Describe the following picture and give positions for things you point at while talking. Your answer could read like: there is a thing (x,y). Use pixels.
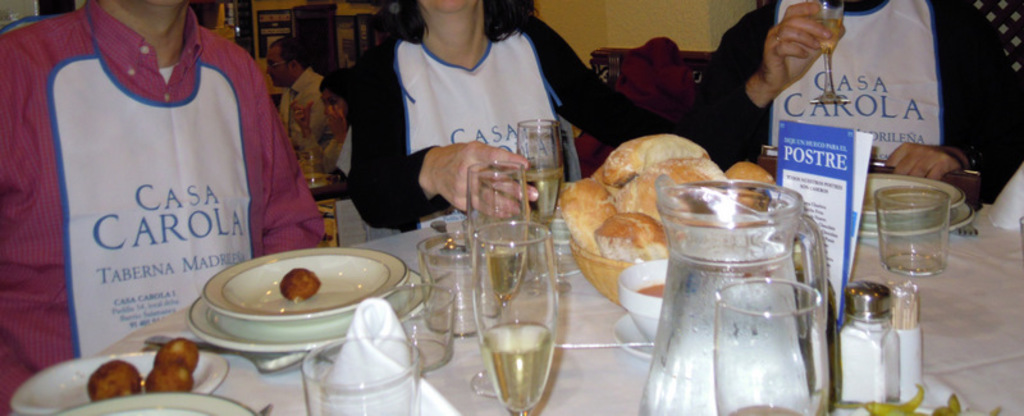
In this image we can see persons (343,152) sitting on the chairs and tables (560,296) are placed in front of them. On the tables (572,290) there are serving plates (363,272) with food (319,283) in them, crockery (653,332), cutlery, sprinklers (886,287), breads (647,235) in the basket (608,280), glass tumblers (528,238) and an advertisement (847,154).
